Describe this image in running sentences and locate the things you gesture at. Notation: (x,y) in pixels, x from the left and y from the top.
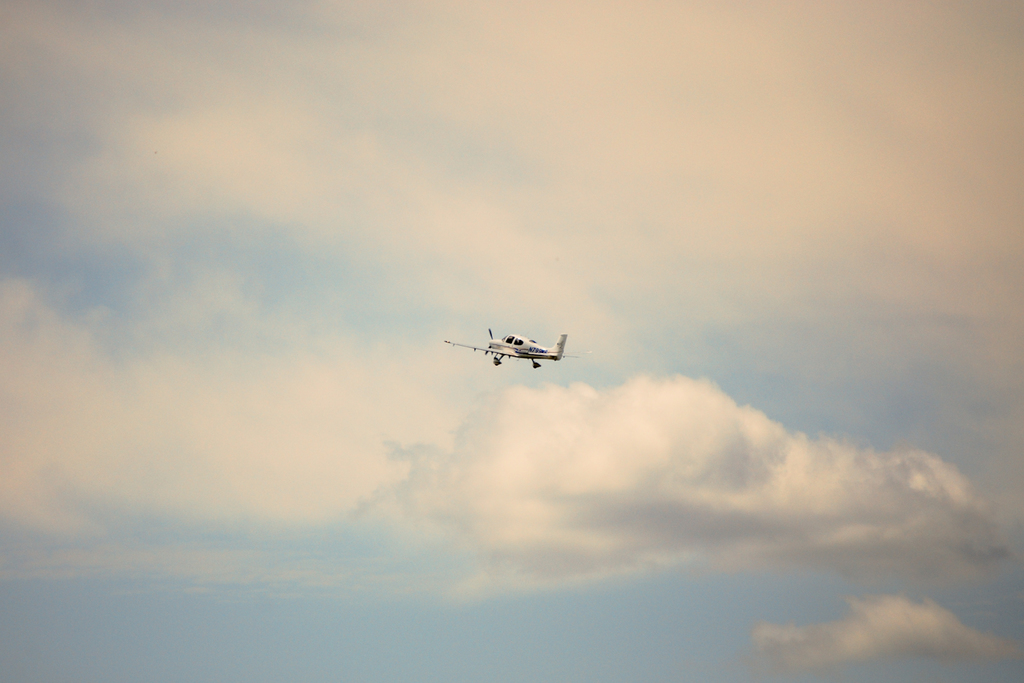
In this image I can see an aircraft (547,357) which is in white color. It is in the air (598,344). In the background (297,346) I can see the clouds (802,535) and the sky (616,365).
